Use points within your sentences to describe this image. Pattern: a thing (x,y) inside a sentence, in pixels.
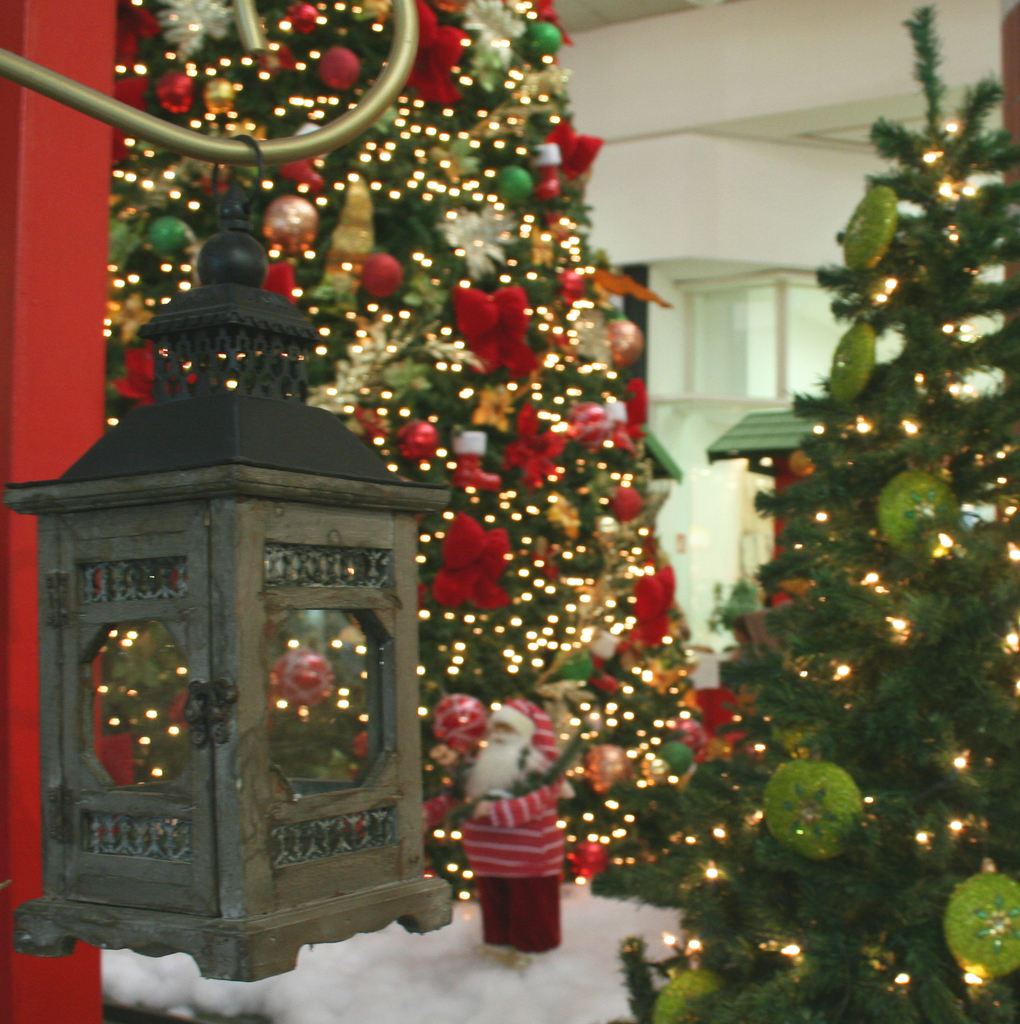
In this picture we can see the Xmas trees (638,448) with decor (594,436), lights (564,827), toy (514,883) and also we can see a lamp (225,447) with rod (347,128). In the background of the image (967,72) we can see the wall (670,522). At the bottom of the image (419,993) we can see the cotton (409,995). At the top of the image (636,10) we can see the roof (655,9).
